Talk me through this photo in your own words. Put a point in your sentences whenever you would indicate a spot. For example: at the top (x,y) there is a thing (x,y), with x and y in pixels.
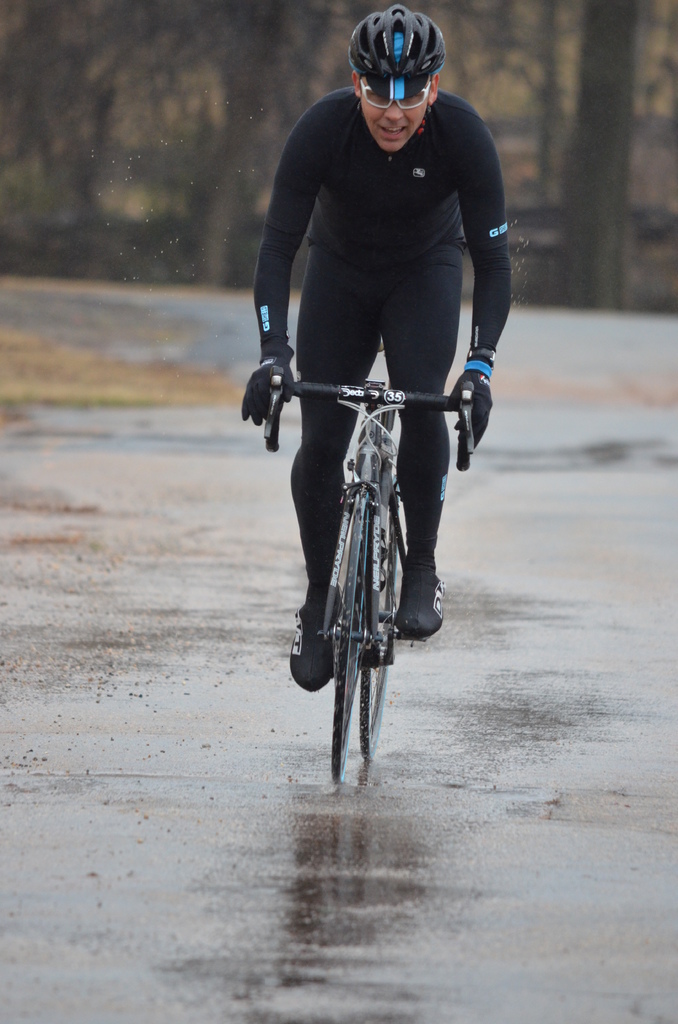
The person (427,243) wearing black dress (423,270) is riding a bicycle (363,542) on a water road (354,914).
